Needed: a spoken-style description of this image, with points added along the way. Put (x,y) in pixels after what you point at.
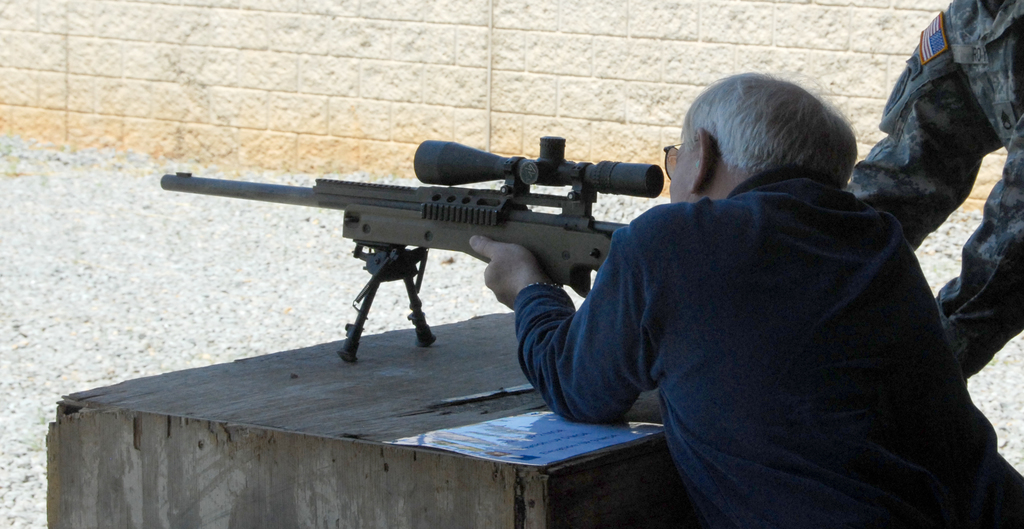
In this image we can see a man (663,321) standing and looking through a sniper (337,204). In the background (370,48) we can see walls (359,90) and an another person (913,131).
